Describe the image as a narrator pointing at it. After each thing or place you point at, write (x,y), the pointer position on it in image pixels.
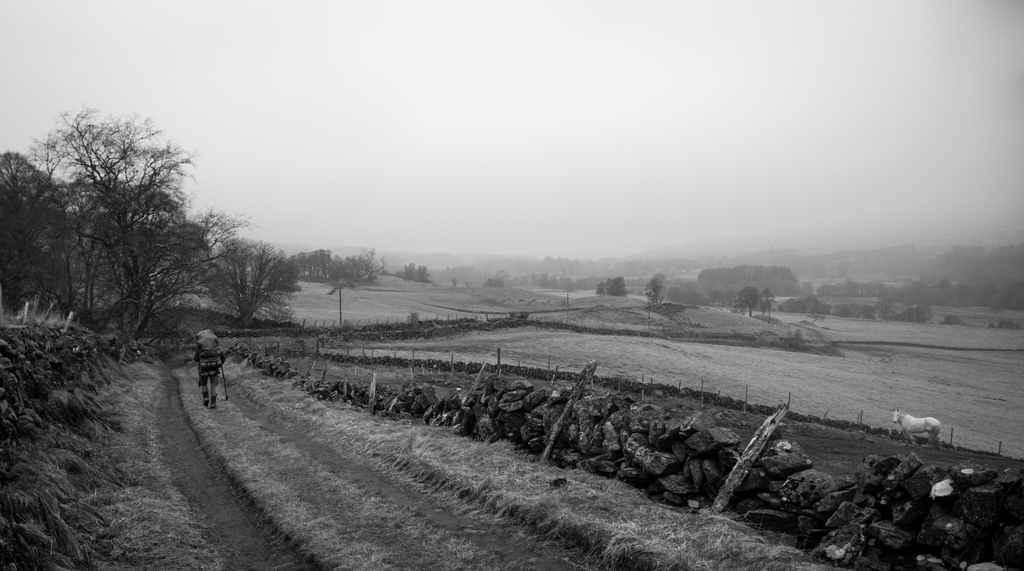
In this image I can see the black and white picture. I can see the road (195,484), some grass (275,487), few wooden poles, few rocks (509,395), a person (215,377) standing on the road (229,385), a white colored animal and few trees (147,264). In the background (767,218) I can see few trees (730,272) and the sky (501,117).
